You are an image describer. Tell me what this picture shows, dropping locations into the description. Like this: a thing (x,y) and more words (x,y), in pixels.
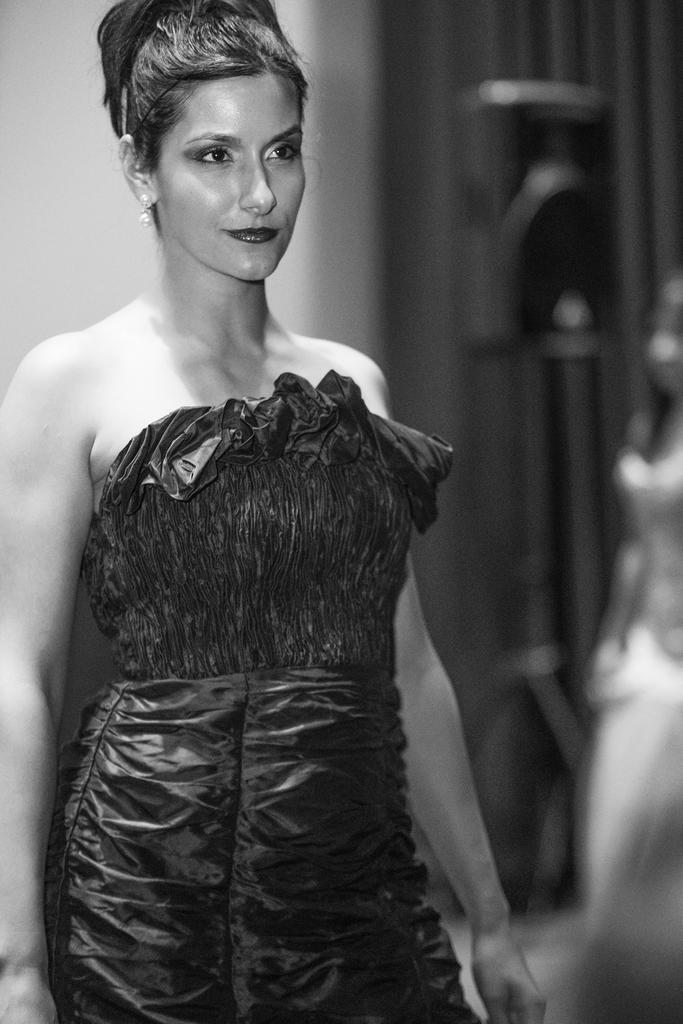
This is black and white image. On the left side of the image (199,231) a lady (214,401) is standing. In the background of the image (21,238) we can see wall (93,188), curtain (500,665), stand (515,285). On the right side of the image (682,779) a person (612,608) is there.
